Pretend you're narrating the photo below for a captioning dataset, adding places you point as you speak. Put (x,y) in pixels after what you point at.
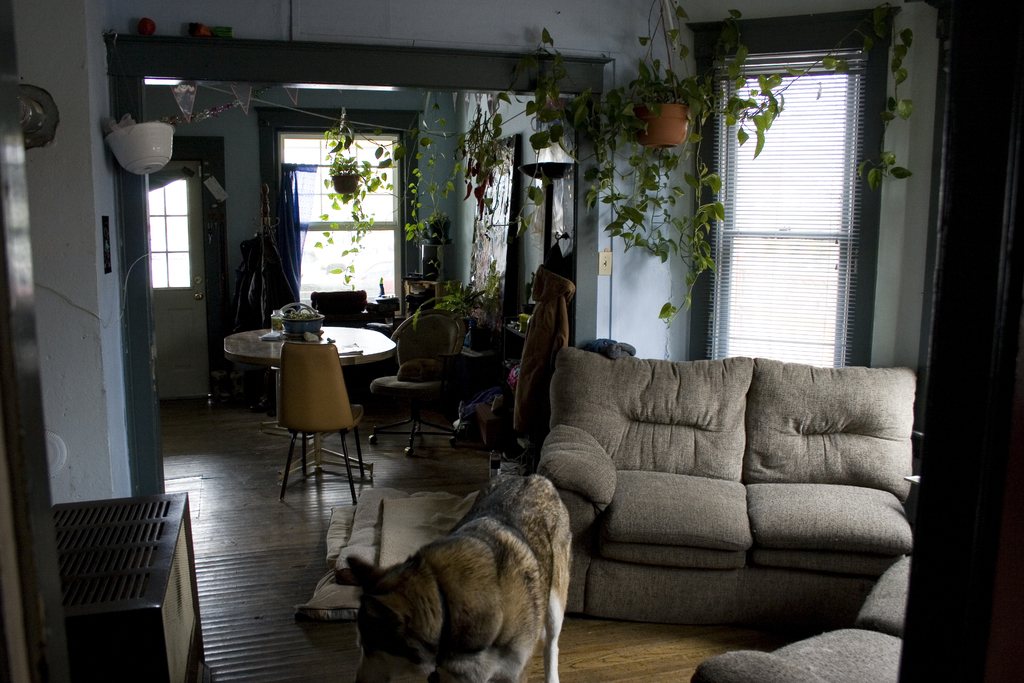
In this picture we can see a room (856,180) with sofa (714,399), dog (486,523) standing on floor (621,630) and in background (346,345) we can see table (360,331) and on table (278,350) there is basket (299,321), windows (334,247), flower pot (347,186) with plants (476,130) in it, wall (523,125), jacket (539,273), door (175,198), pillar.
